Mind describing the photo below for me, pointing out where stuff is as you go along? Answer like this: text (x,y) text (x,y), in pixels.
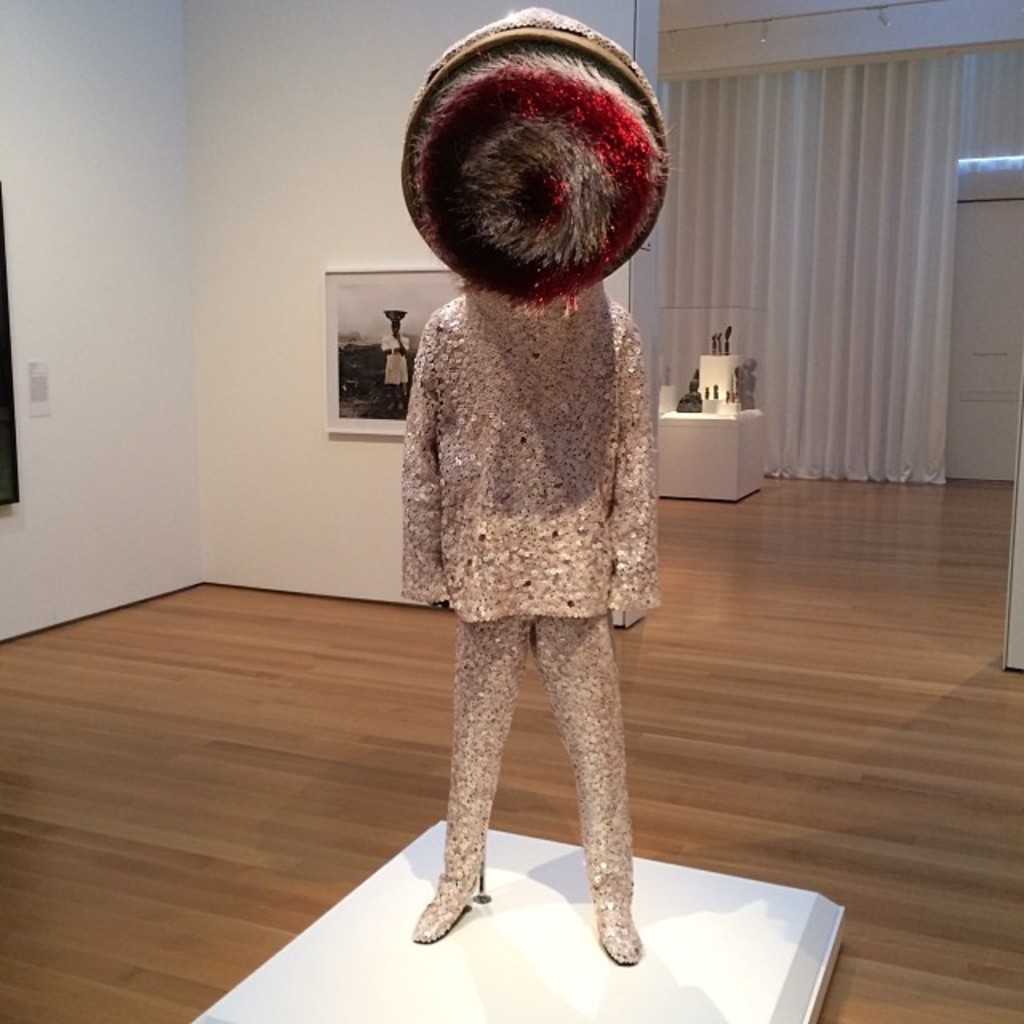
In this picture we can see sculpture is placed in a room (739,843), behind we can see frame (338,357) to the wall (305,319) and we can see few objects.
